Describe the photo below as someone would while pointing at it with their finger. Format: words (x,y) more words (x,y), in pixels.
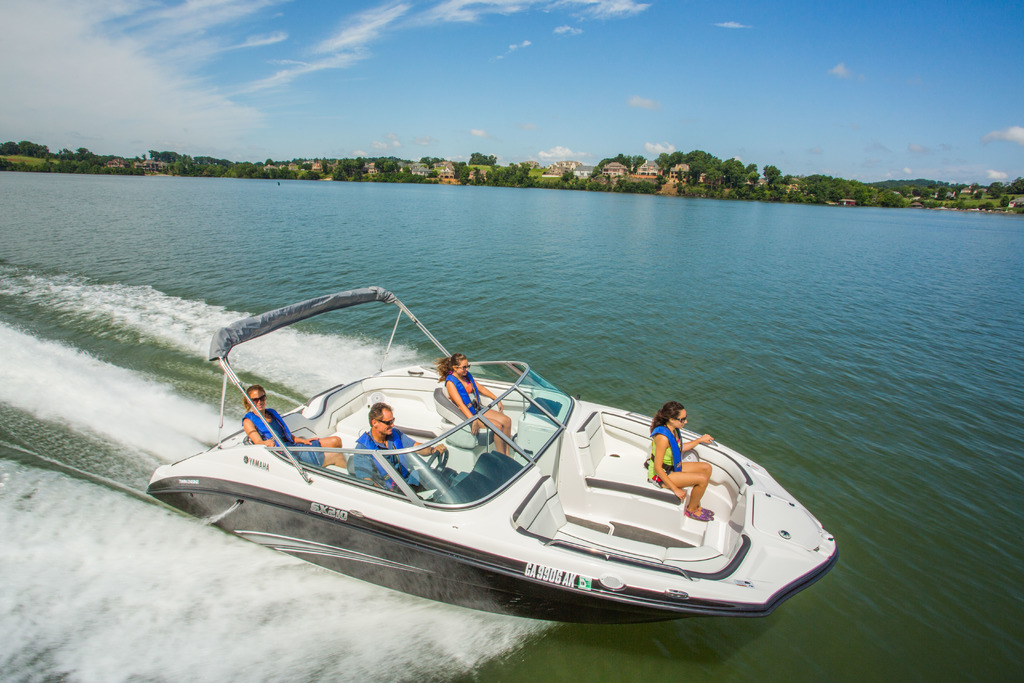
In this image we can see some people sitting in a boat (652,539) placed in the water (699,202). In the center of the image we can see some buildings (638,173) with windows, a group of trees (514,171). At the top of the image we can see the sky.
